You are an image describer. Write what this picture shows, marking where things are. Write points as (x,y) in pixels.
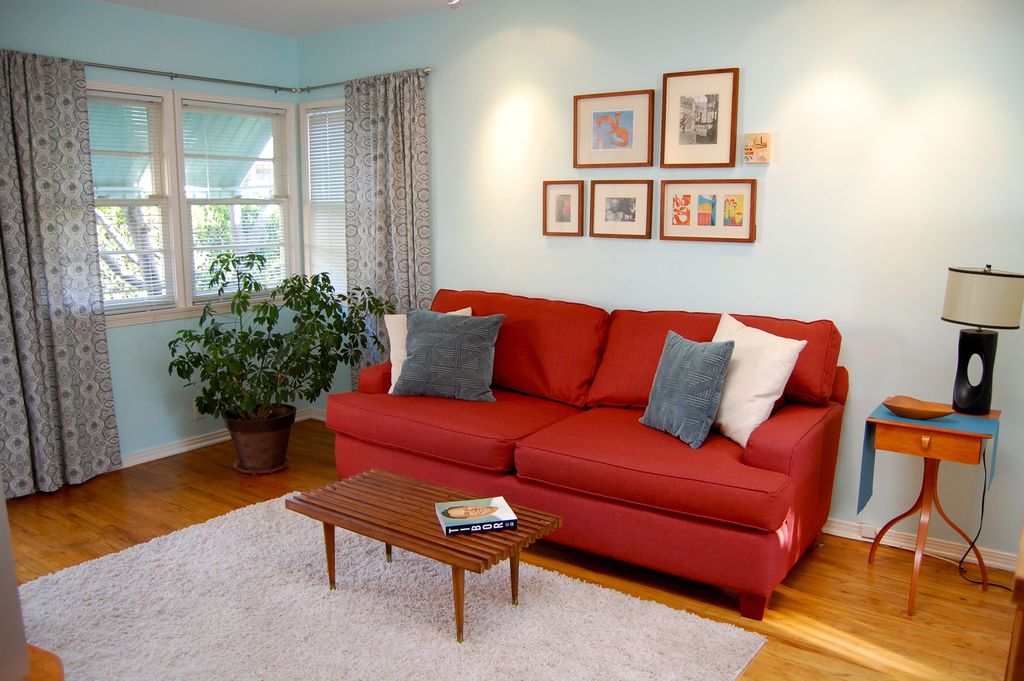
In the picture we can see a house (889,54), in the house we can see red colored sofa (534,321) with pillows (488,372) and two pillows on one side, just beside it there is a small table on it there is a lamp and to the left hand side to the sofa (581,371) there is a house plant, near it there is a window (232,185) with a curtain (36,319) and also we can see a wall (860,226), in front of the sofa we can see a table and book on it, it is on the floor mat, which is white in color.
